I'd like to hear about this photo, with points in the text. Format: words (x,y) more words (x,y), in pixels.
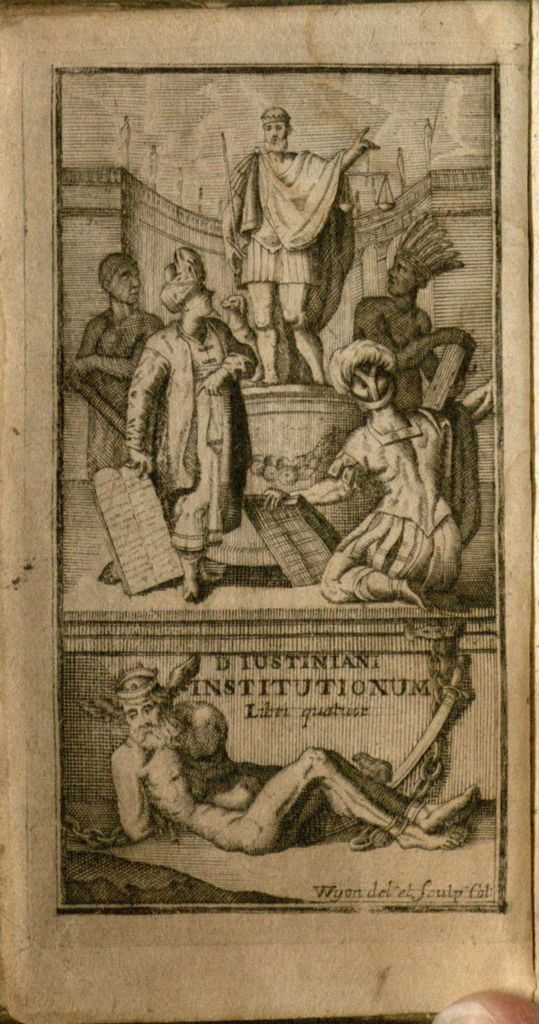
In this image we can see a paper (257,611).
